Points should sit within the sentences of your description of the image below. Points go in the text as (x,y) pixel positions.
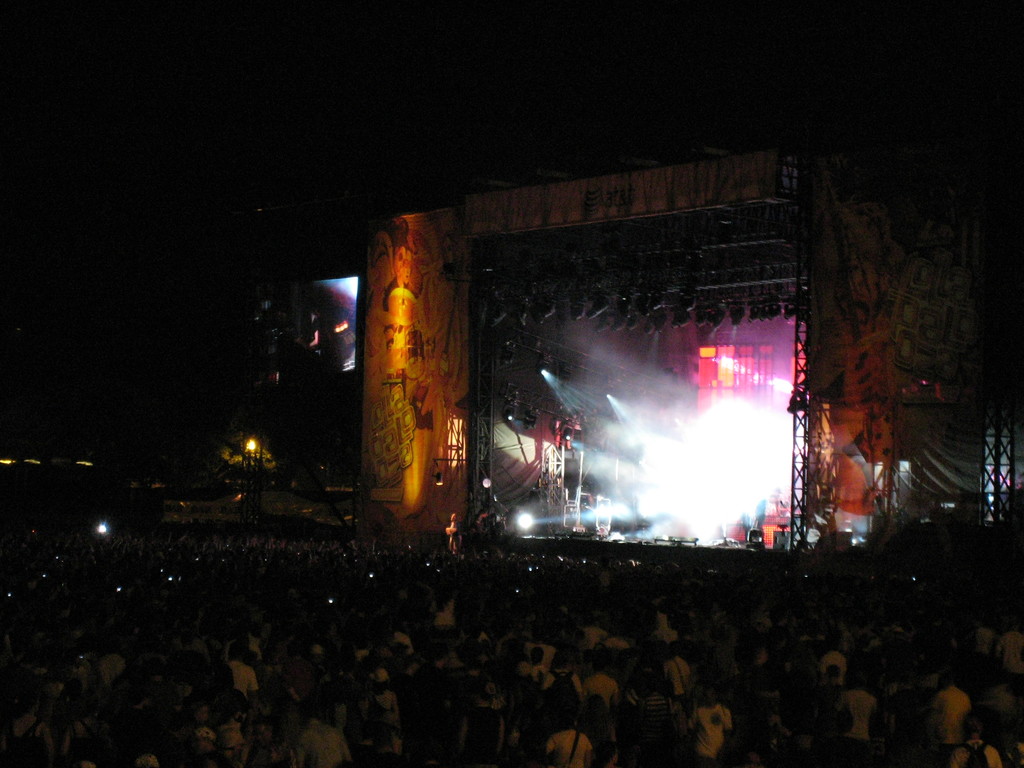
In this image we can see the stage (640,269) with some stage lights (672,464) and to the side we can see a screen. There are some people (416,675) at the bottom of the image (434,597) and at the top (578,87) the image is dark.
